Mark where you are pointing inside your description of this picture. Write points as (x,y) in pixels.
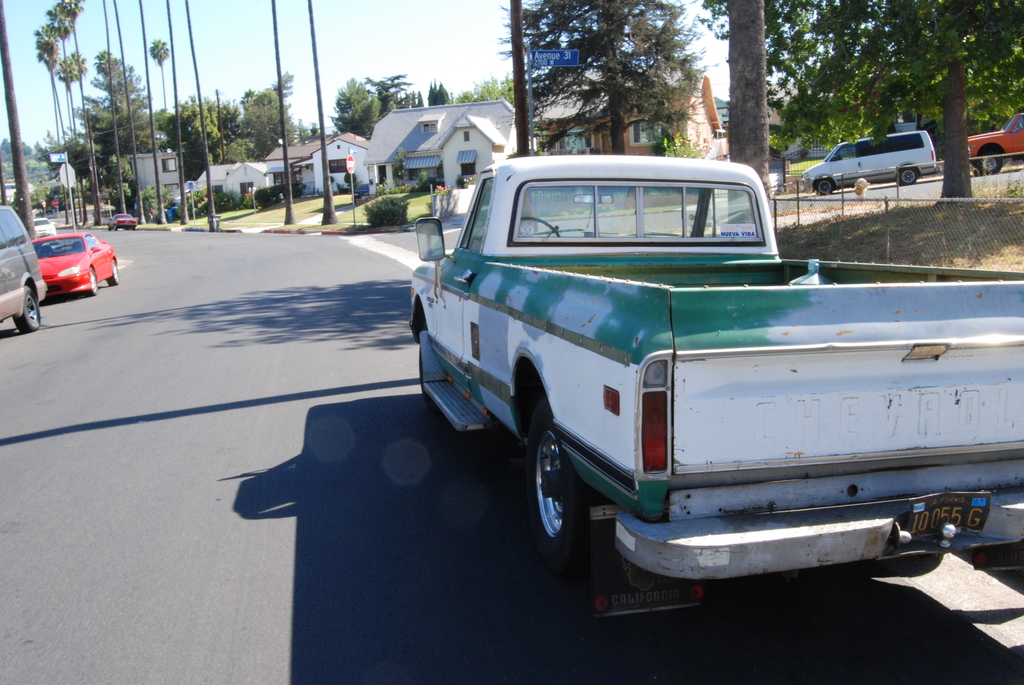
In this image we can see there are vehicles (680,279), trees (23,153), plants (408,190) and grass (319,217). There are houses (470,134). There is a road (297,464). In the background (452,60) we can see the sky (432,76).
